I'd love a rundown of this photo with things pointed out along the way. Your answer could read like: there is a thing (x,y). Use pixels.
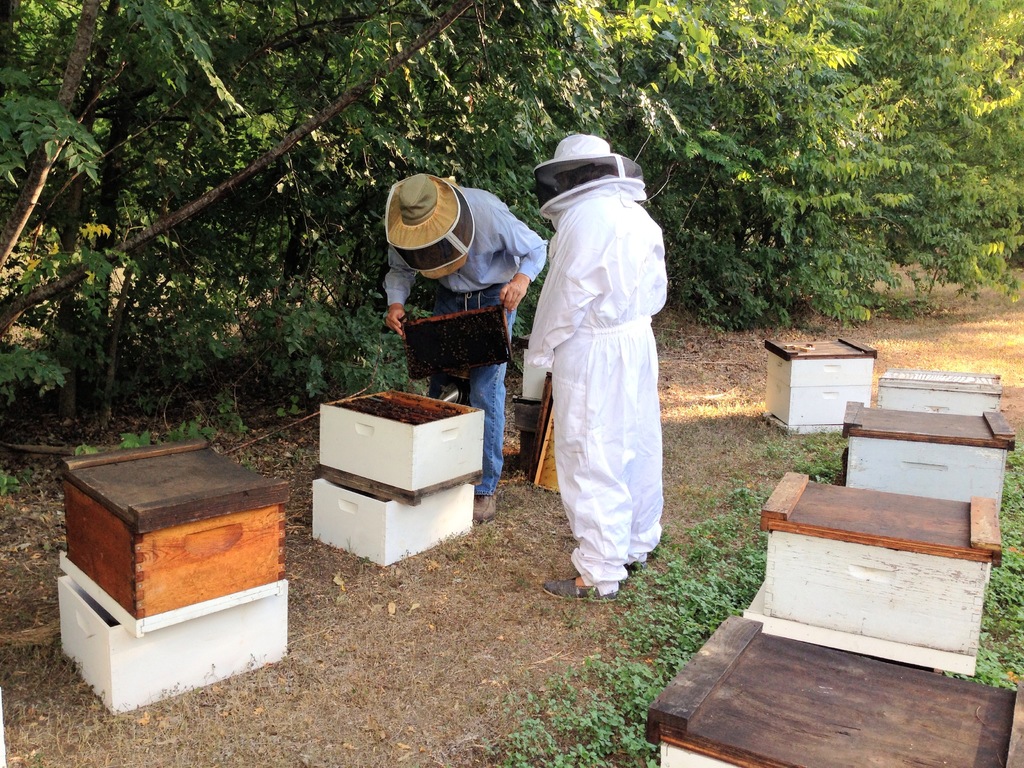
In this picture we can observe some wooden boxes (782,568) which were in white and brown color. There were two members (563,319), one wearing a safety suit (586,423). We can observe some plants (665,590) on the ground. In the background (299,106) there are some trees (589,81).
